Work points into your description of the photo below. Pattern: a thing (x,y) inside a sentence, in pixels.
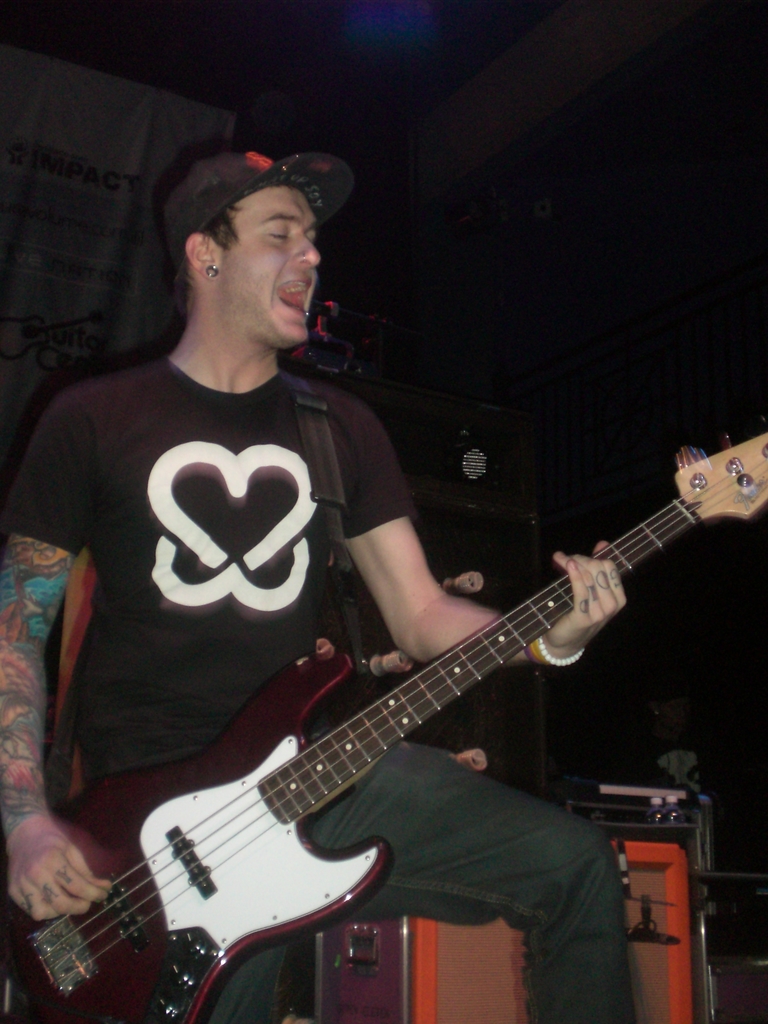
In this image I see a man (357,447) who is standing and holding a guitar (762,496). In the background (321,958) I see an equipment (349,953).
